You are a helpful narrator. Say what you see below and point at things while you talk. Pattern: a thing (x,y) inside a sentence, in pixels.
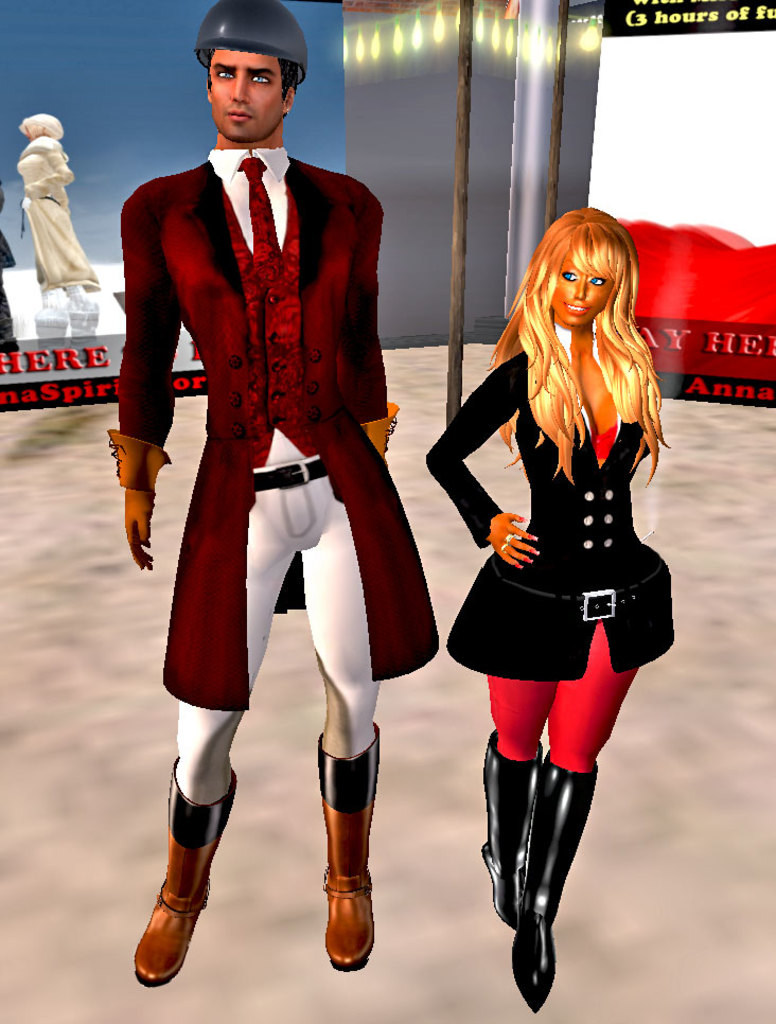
This picture shows cartoon picture of a man (219,630) and a woman (613,676) and we see text (63,397).
